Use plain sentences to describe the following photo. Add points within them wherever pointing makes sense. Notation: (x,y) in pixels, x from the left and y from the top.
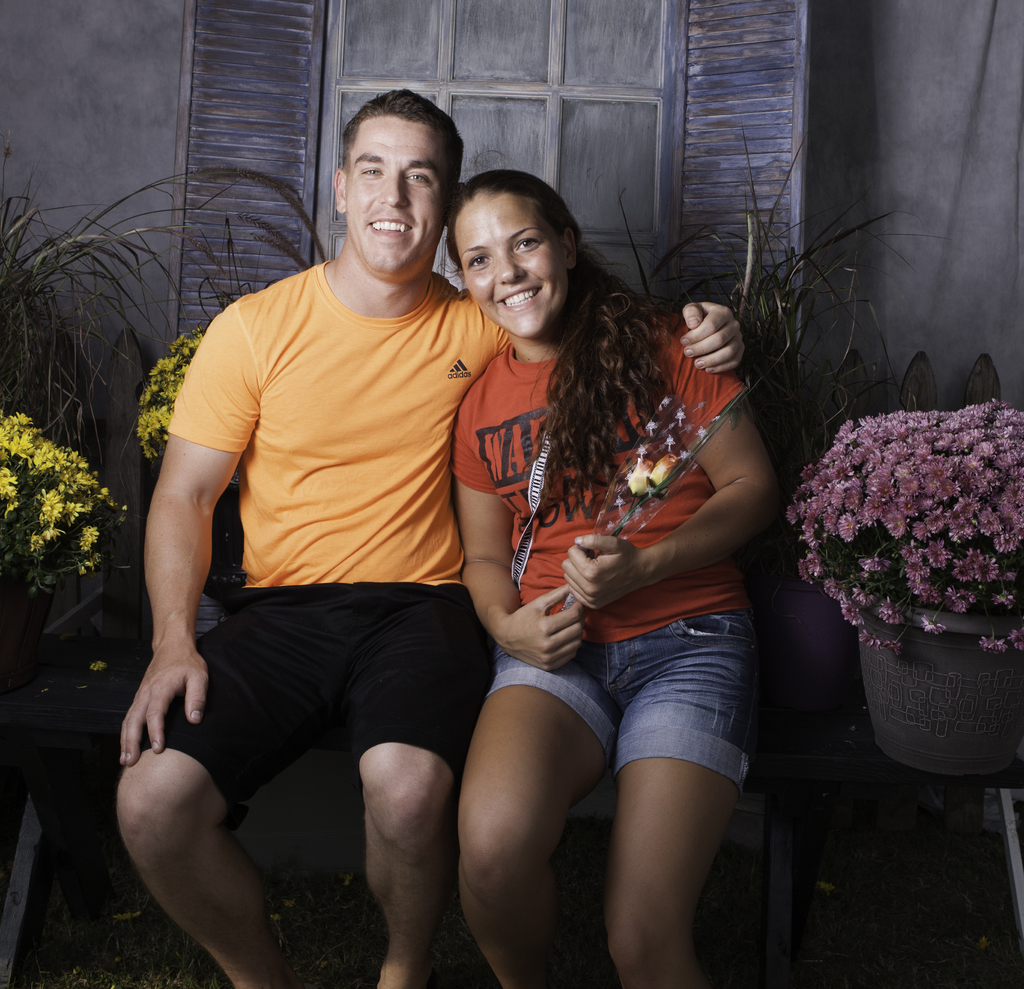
In this image we can see two people (501,554) sitting. The person (646,579) from the right is holding an object (606,513). Behind the persons (523,375) we can see a wall (164,111), window (200,169) and a few plants (798,382). On the right side of the image (979,419) we can see a group of flower (910,429) to a plant (895,447) in a pot (983,671). On the left side (24,567), we can see group of flowers (67,453) and plants (48,479).
